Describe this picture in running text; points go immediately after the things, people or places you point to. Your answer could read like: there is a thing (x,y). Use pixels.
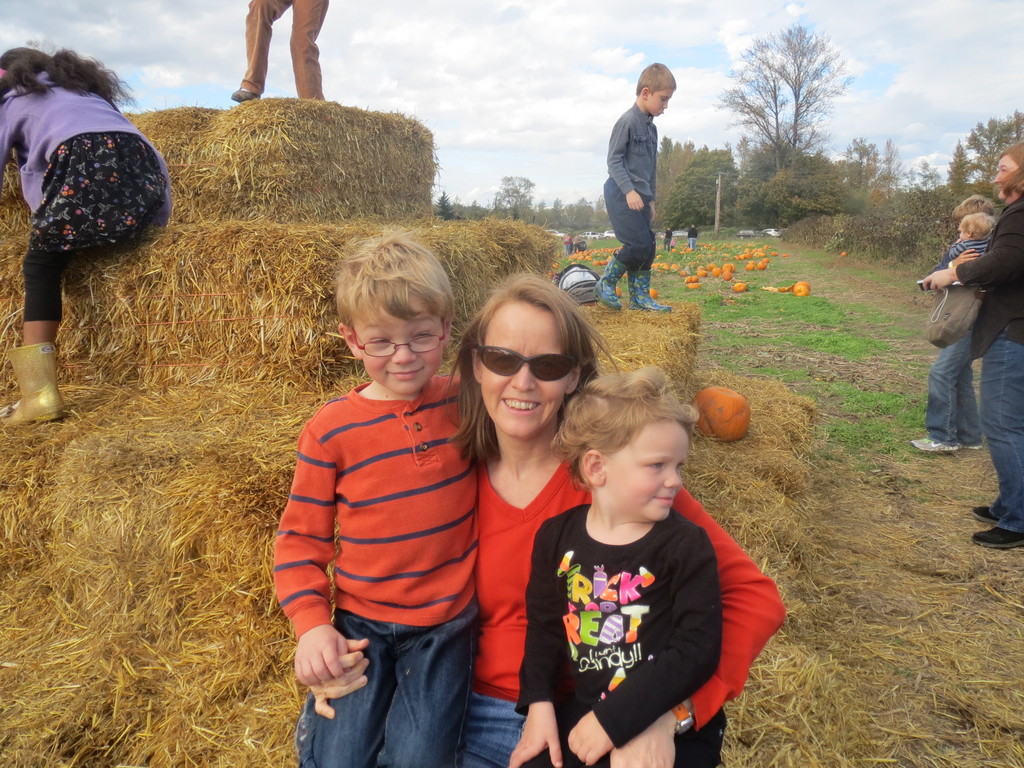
In front of the image there is a woman (497,578) with two kids (398,483), behind them there is dry grass (234,279), on the grass (223,324) there are three kids (76,239) and a pumpkin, in front of them there are two women (956,350) holding a kid (958,256), in the background of the image (843,287) there are pumpkins (764,269) on the grass (689,262) and there are a few people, cars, trees (737,209) and electrical poles (720,198), at the top of the image (512,158) there are clouds (512,158) in the sky (688,55).
